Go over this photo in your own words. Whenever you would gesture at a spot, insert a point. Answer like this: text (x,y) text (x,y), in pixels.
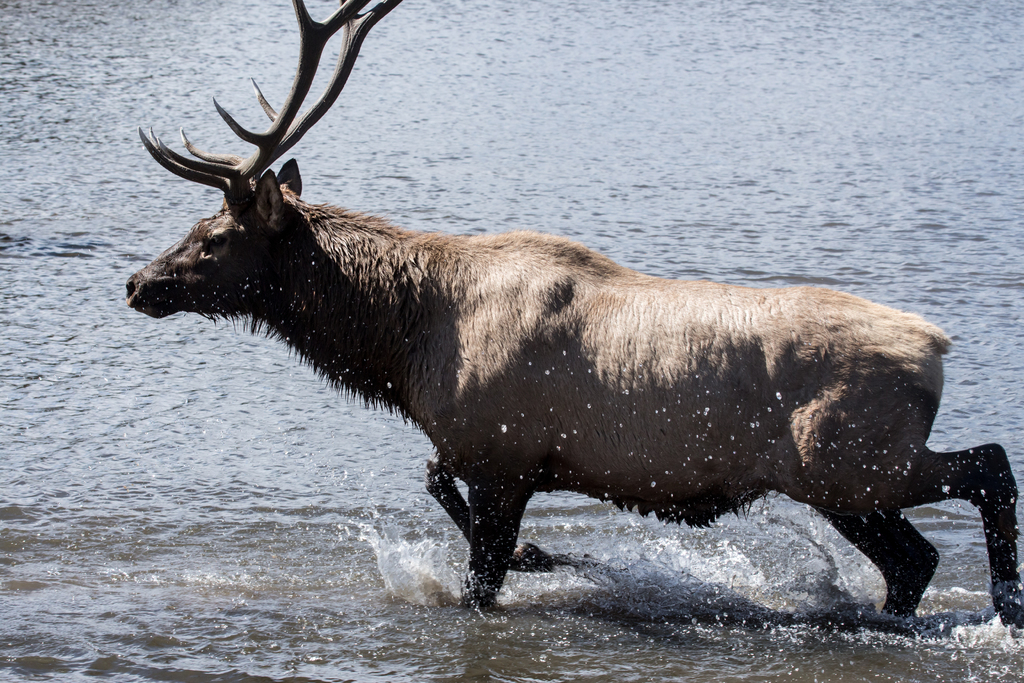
In this picture I can see the water (722,256) and in front of this picture I can see the elk (383,235).
